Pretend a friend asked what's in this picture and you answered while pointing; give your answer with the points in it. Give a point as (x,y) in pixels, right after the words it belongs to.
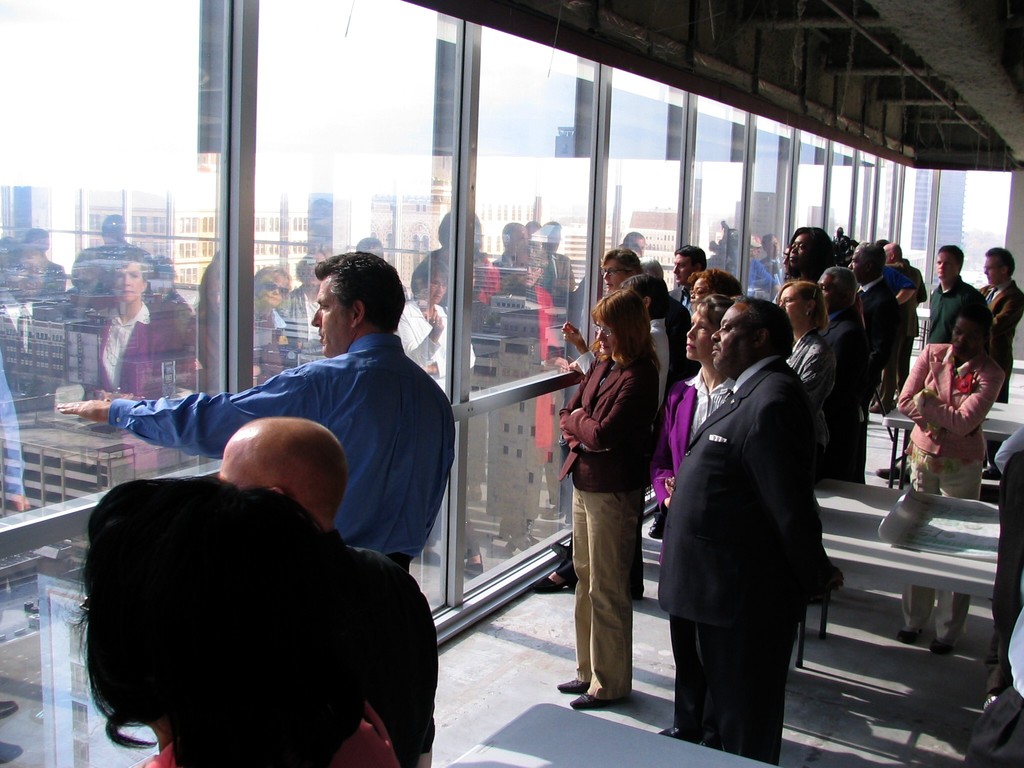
In the image there are many people (328,377) standing on the floor (475,738) in front of the glass wall (276,328) and behind it there are many buildings (78,478) on the land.
